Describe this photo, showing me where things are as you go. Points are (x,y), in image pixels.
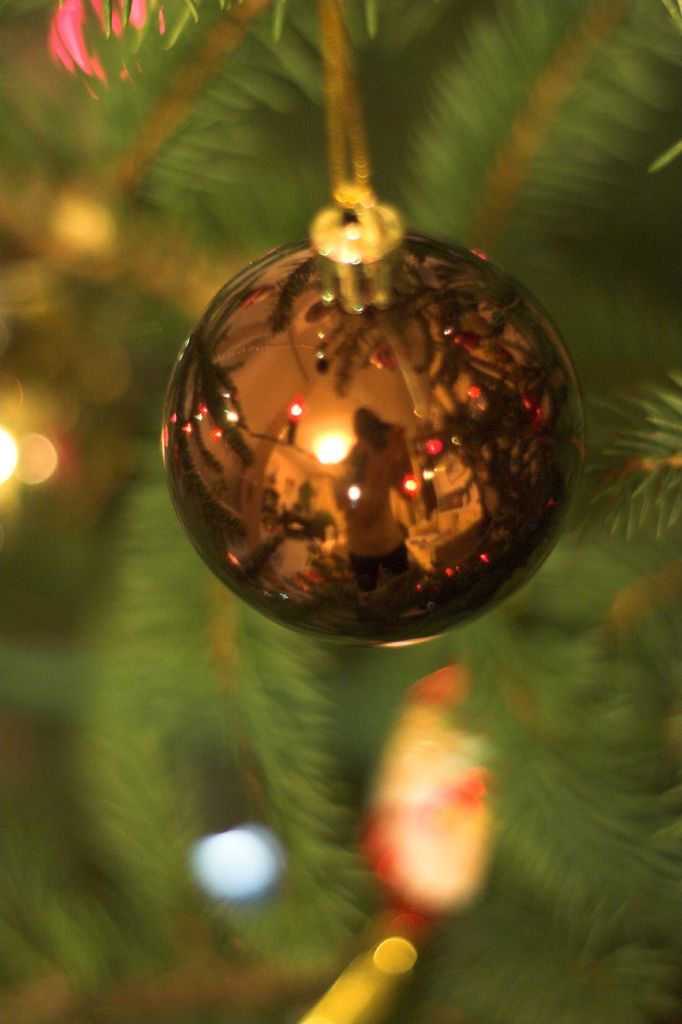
This is a blur image and in the center (369,357) we can see an object (369,357) hanging. In the background (484,77), there are leaves (553,590).
